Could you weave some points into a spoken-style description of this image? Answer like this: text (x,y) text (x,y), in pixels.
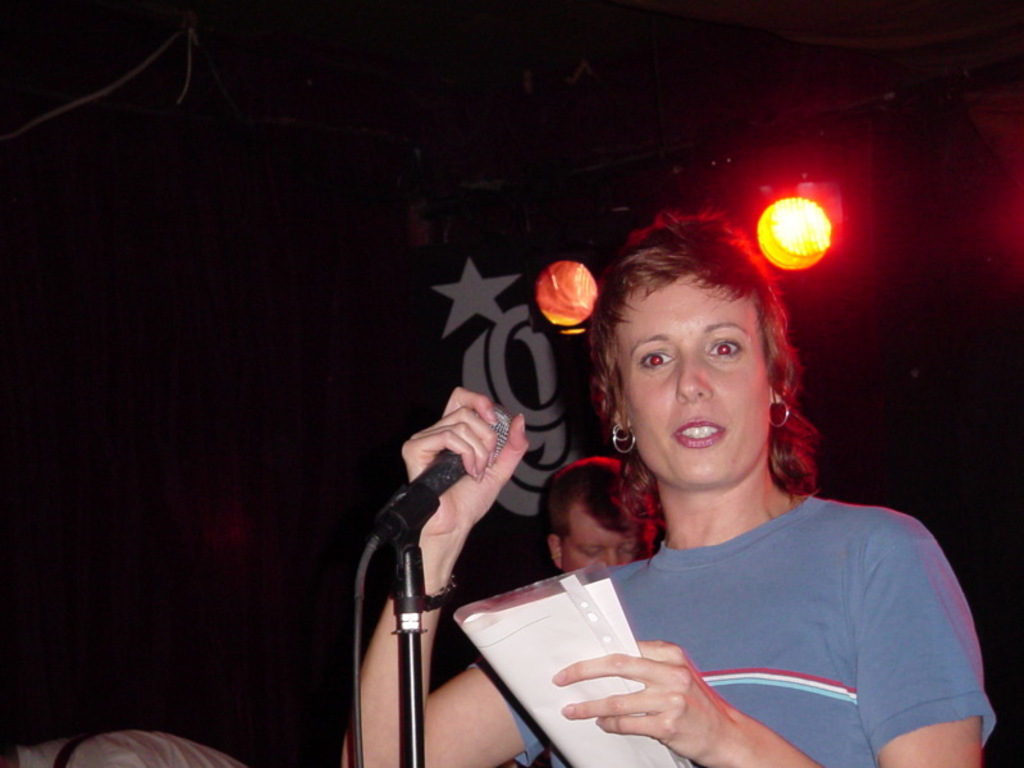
In this image I can see the person (706,689) holding the microphone (411,525) and few papers (585,613). In the background (626,532) I can see the other person (613,518) and few lights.
